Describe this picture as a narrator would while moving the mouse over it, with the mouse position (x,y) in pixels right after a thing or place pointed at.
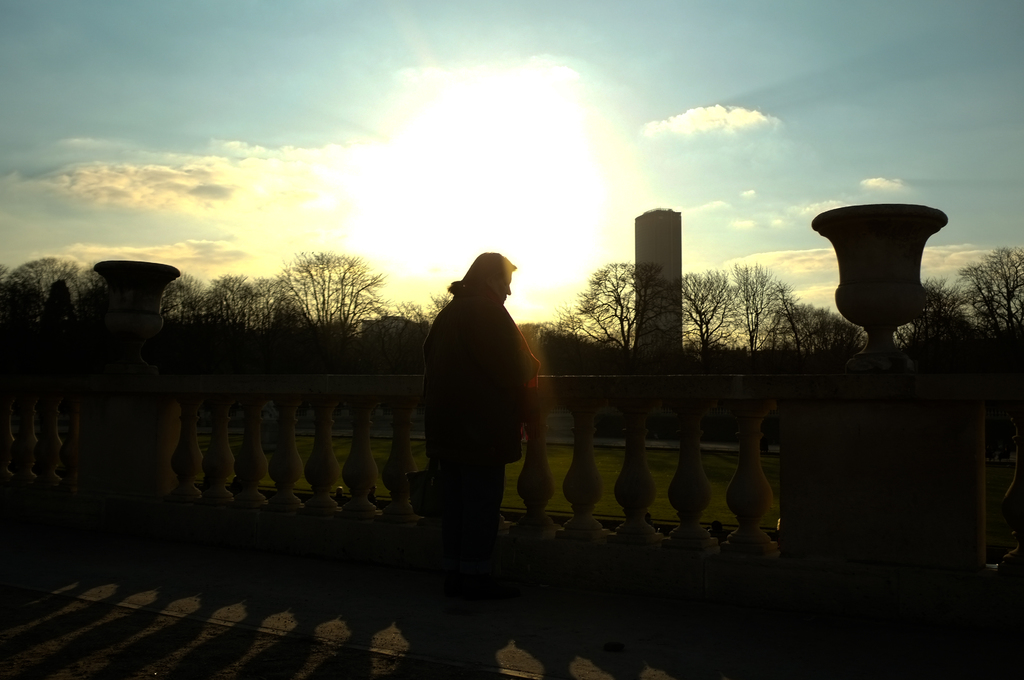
In the center of the image (481,358) we can see a person (481,308). In the background (655,340) there are trees (643,324) and a building (658,326). We can see sculptures (891,326). At the bottom (124,466) there is a wall (937,488).
